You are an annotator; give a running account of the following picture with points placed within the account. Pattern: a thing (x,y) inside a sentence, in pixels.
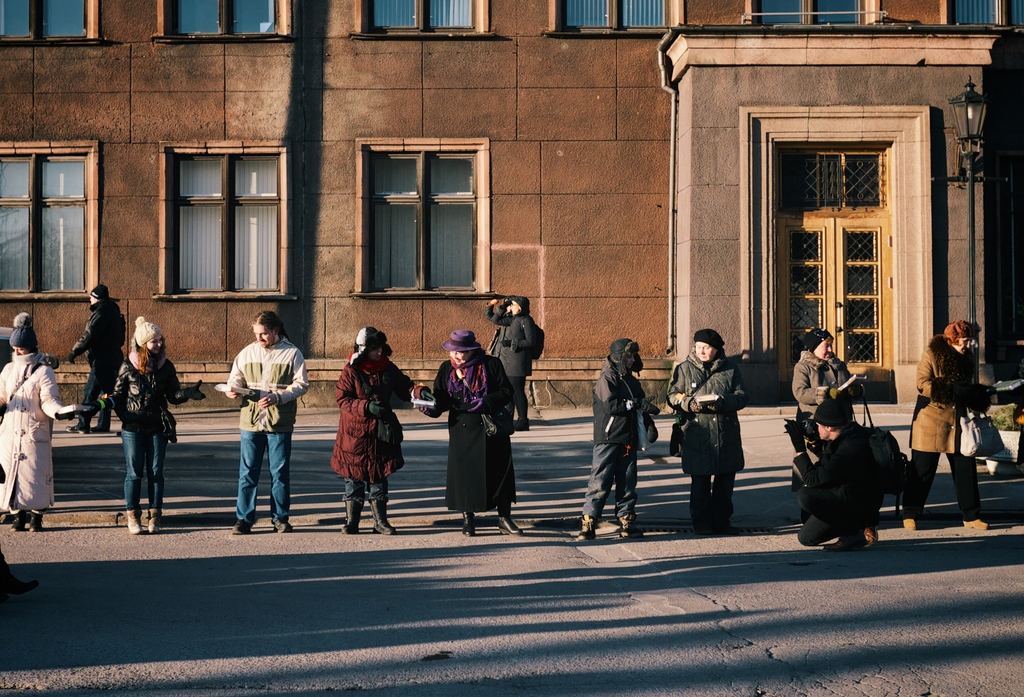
In this image I can see group of people (26,361) standing on the road (979,653), in front (151,396) the person (167,402) is wearing black jacket (144,410), blue pant (143,457). Background (623,278) I can see few persons (513,297) walking and holding some object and the building (573,176) is in brown color and I can see few glass windows (276,228).
